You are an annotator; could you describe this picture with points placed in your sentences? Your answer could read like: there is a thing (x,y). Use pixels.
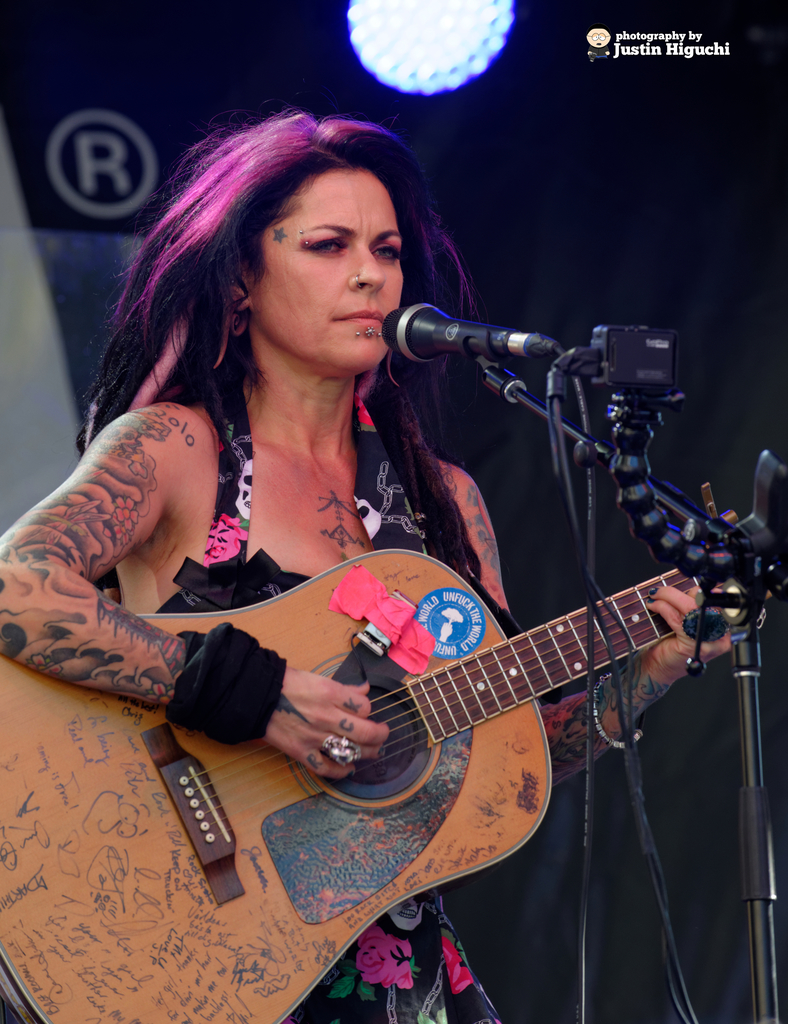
In this image I can see a woman (382,322) holding a guitar (523,809). I can also see a mic (410,351) in front of her.
